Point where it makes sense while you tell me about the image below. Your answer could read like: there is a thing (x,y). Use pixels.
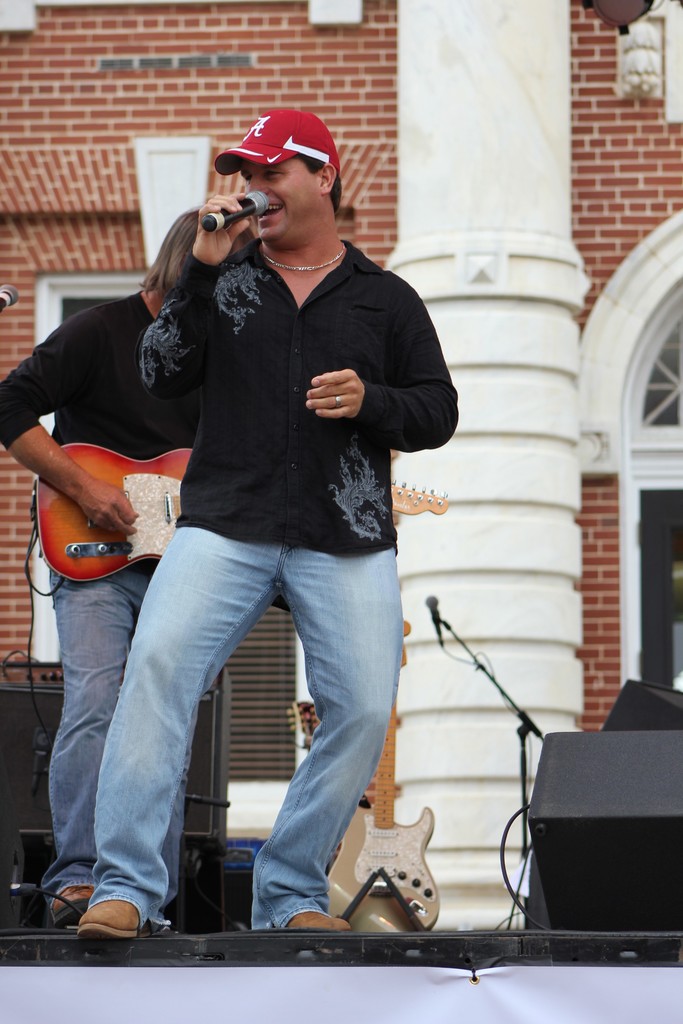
There is a man (216,207) singing in microphone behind him there is a person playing guitar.
